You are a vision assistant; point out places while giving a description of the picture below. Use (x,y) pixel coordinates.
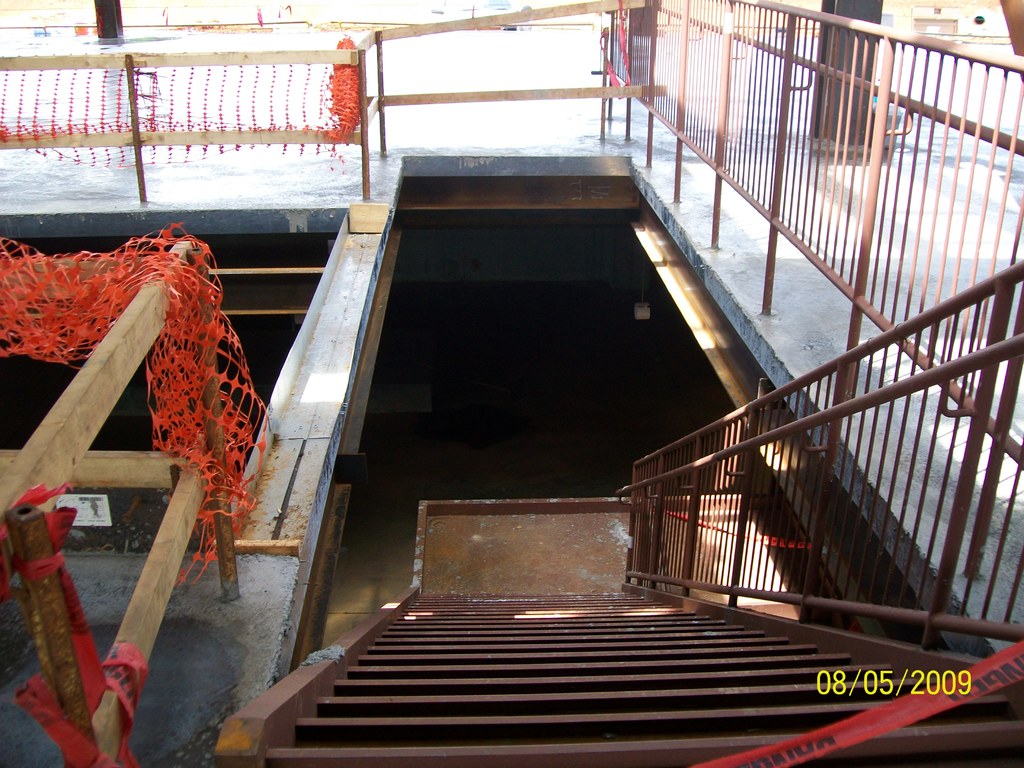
In this image, we can see an under construction building (277,166) and there are railings (657,550), stairs (666,608) and we can see an wooden fence (85,263) and some streamers (164,346) and some other objects (310,390). At the bottom (838,674), there is some text (840,681).
